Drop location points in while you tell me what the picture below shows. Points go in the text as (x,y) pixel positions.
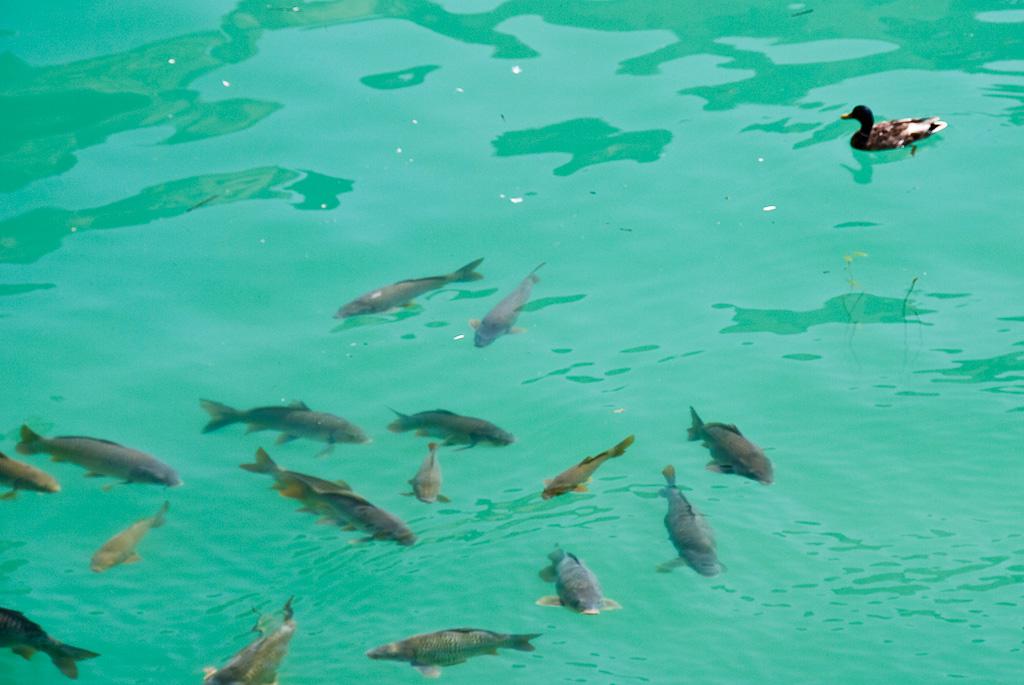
In this picture we can see fishes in the water (529,363), on the right side of the image (866,118) we can see a duck (920,121).
